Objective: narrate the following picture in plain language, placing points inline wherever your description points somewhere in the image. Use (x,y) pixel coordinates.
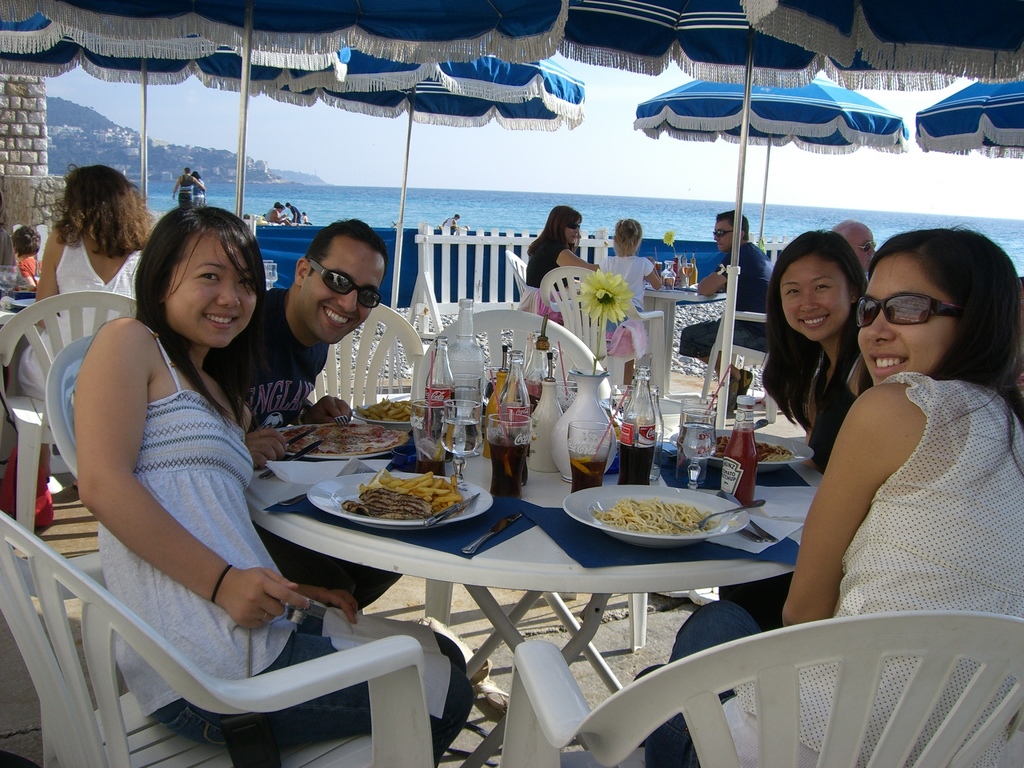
This Picture describe about a beautiful view of the sea shore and open restaurant (730,672) in which a group of boys (304,307) and girls (267,614) are sitting on the chair (713,687) around the table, Right we can see a girl (933,326) wearing sunglasses (913,324) and smiling towards the camera and on the left (264,317) boy (270,327) and girl (218,327) are smiling, On the table (568,549) we can many things (512,450) like coke bottle (627,462), flower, noodles (637,513), french fries (415,494) and more. Behind we can see the white wooden fencing (496,264), sea water (445,208), Top blue umbrella (453,68) and clear sky (617,131).
